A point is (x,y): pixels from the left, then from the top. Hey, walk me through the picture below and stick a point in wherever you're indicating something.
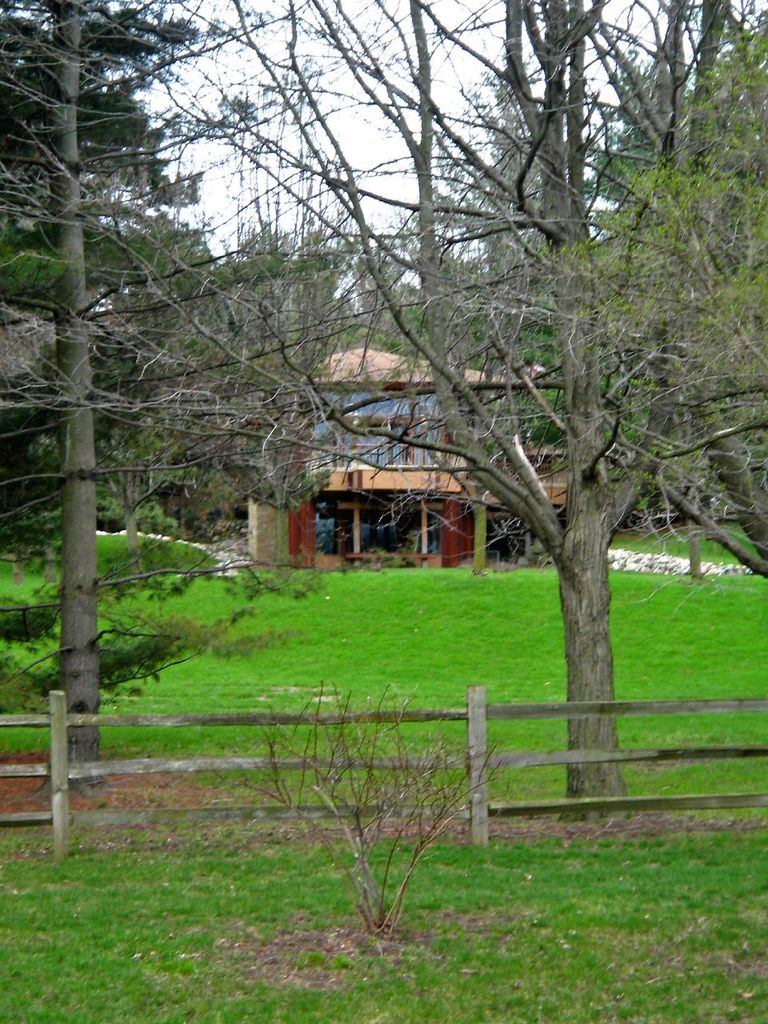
In this image there is grass (346,892) on the ground (396,884). There is a wooden fence (350,759) in the front (180,764). In the background (150,472) there are trees (315,403), there is a building (391,483) and the sky (365,152) is cloudy.
